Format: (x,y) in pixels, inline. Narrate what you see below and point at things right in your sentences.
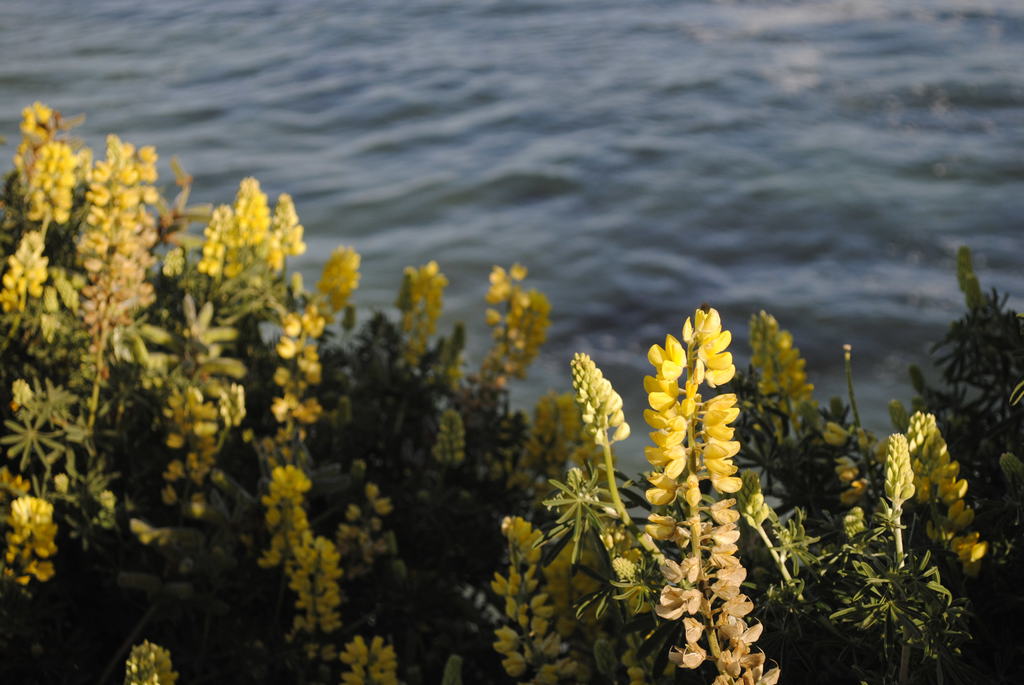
In this image I can see yellow colour flowers (655,420), buds (587,417) and green colour leaves (570,648). I can also see water (630,327) in the background (651,155).
